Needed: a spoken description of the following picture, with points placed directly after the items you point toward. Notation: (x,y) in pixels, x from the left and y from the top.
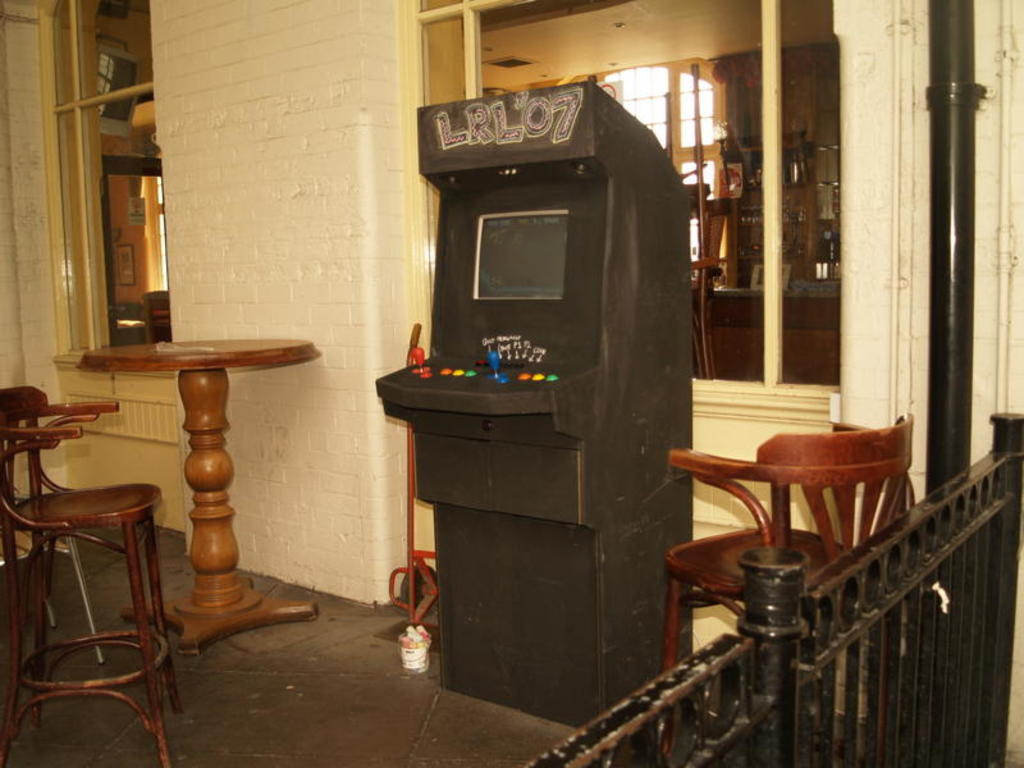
This picture is an inside view of a room (342,240). In this picture we can see the wall (363,45), windows (772,144), machine (490,313), table (237,349), chairs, floors (441,698), grilles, pipe (942,434) and object (408,639). Through windows (799,24) we can see some other objects (701,77).
